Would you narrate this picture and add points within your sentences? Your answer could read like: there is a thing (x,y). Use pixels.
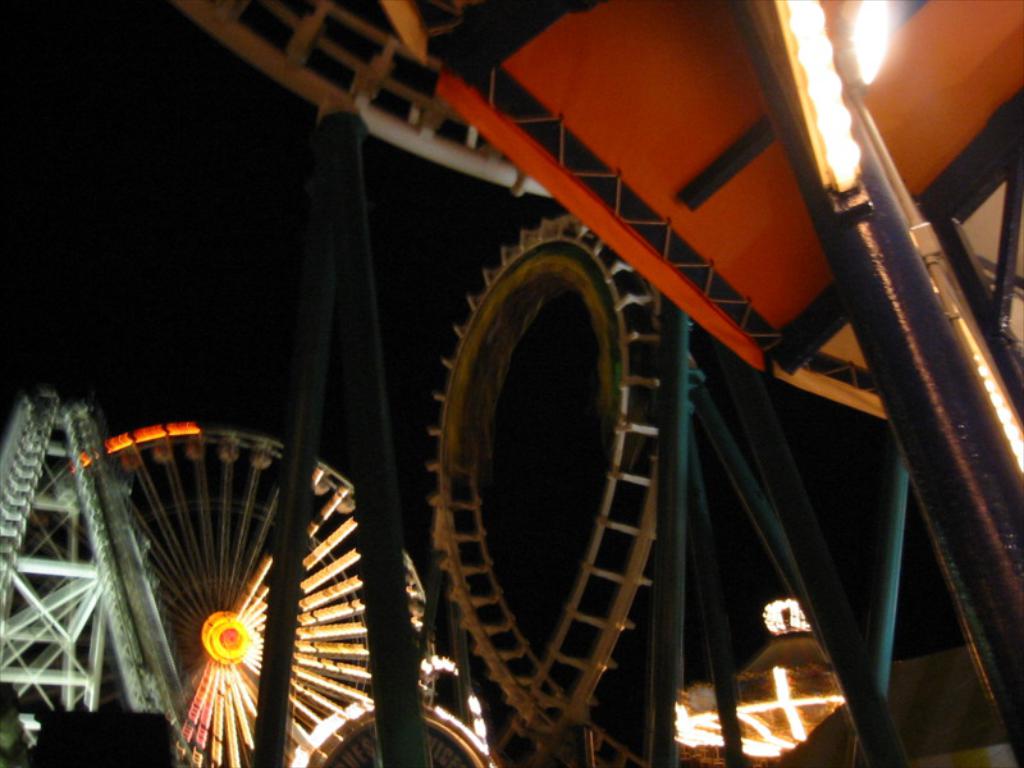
In this picture we can see amusement park rides (238,714), rods (822,606), lights (683,742) and in the background (113,189) it is dark.
